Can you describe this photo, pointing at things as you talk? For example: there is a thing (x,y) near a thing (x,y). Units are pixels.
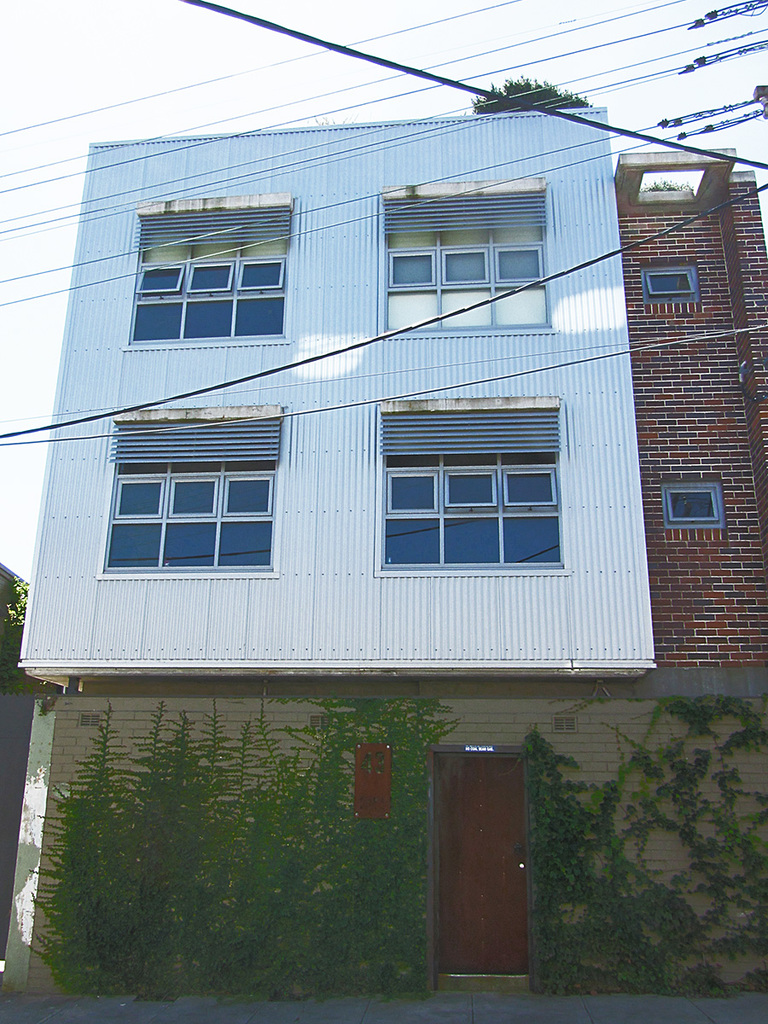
In this image there is a building (203,497), trees (721,986), cables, and in the background (213,86) there is sky (208,41).
